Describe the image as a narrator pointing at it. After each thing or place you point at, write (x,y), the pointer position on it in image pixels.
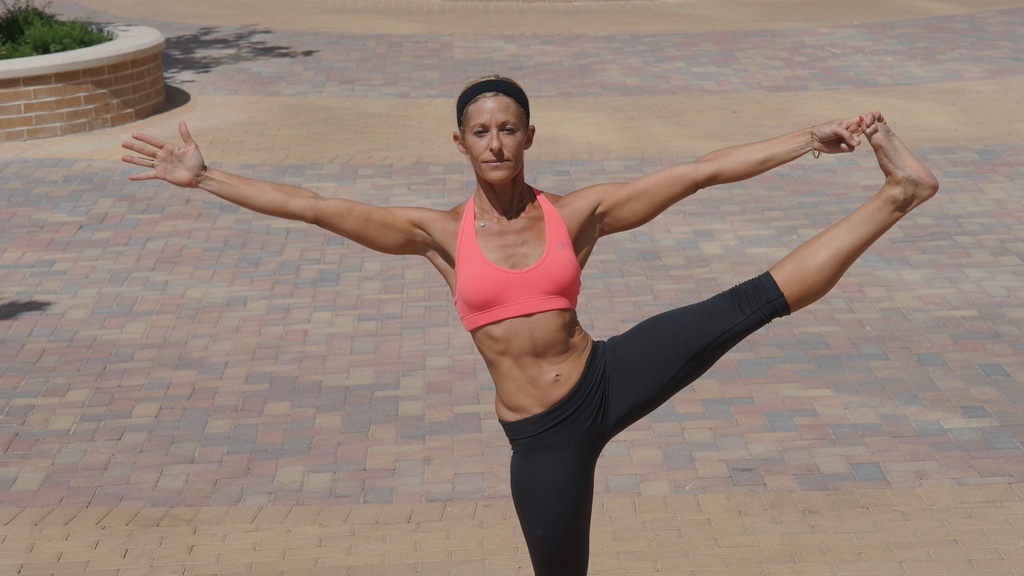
In the image there is a woman (471,306) stretching body (510,210), she is wearing pink gym bra (507,285) and black pants (671,346), she is doing aerobics, on the left side (50,24) there is a plants (61,44).
